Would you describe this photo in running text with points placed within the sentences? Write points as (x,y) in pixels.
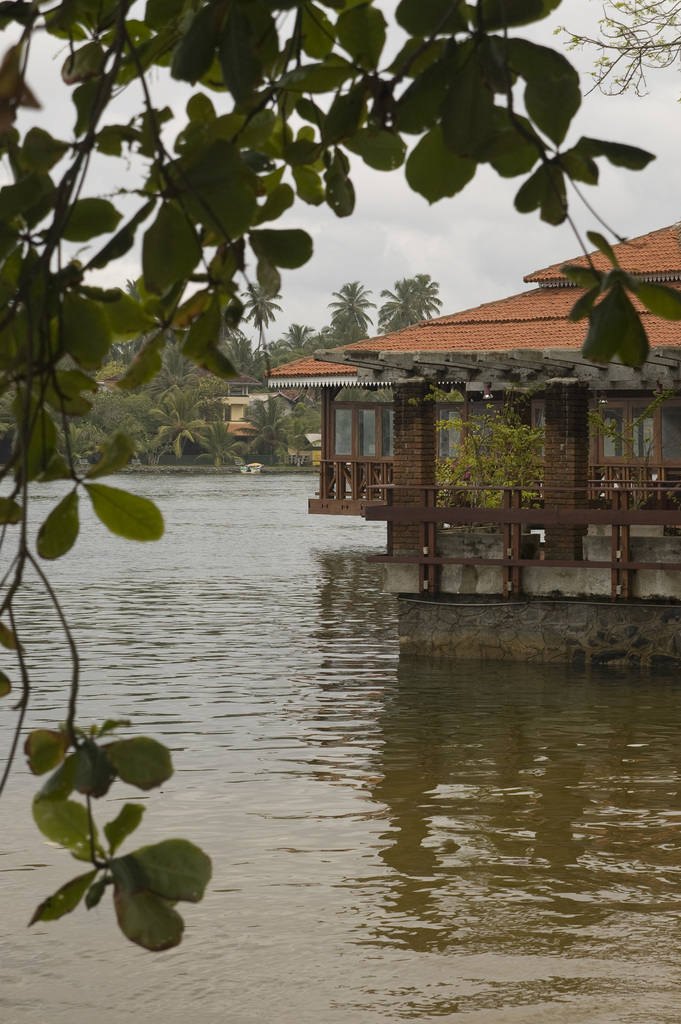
In the left side (49,383) it is a tree (360,93), in the middle (390,651) it is water (349,675). In the right side (456,561) it is a house (638,253).
